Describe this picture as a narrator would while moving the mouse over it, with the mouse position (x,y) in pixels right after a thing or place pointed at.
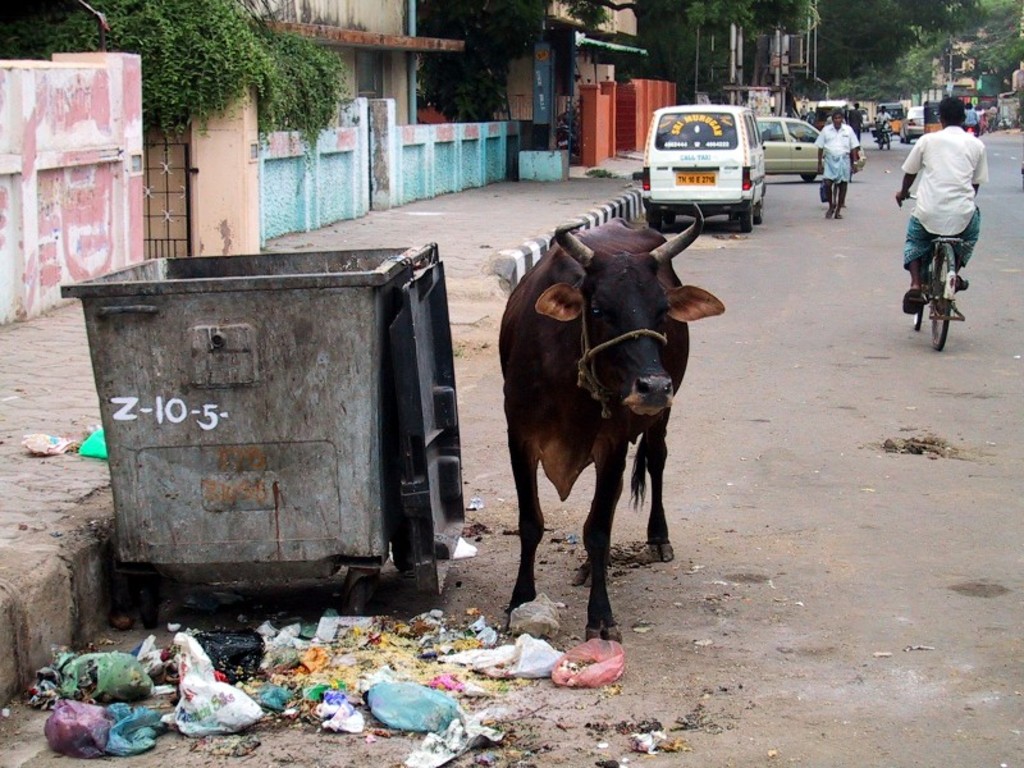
This picture we see a cow (555,315) near a dustbin (126,529) and we see few cars (675,174) parked and man (917,244) riding a bicycle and a man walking on the road (880,184) and we see a house (380,21) and we see some trees (918,22).
